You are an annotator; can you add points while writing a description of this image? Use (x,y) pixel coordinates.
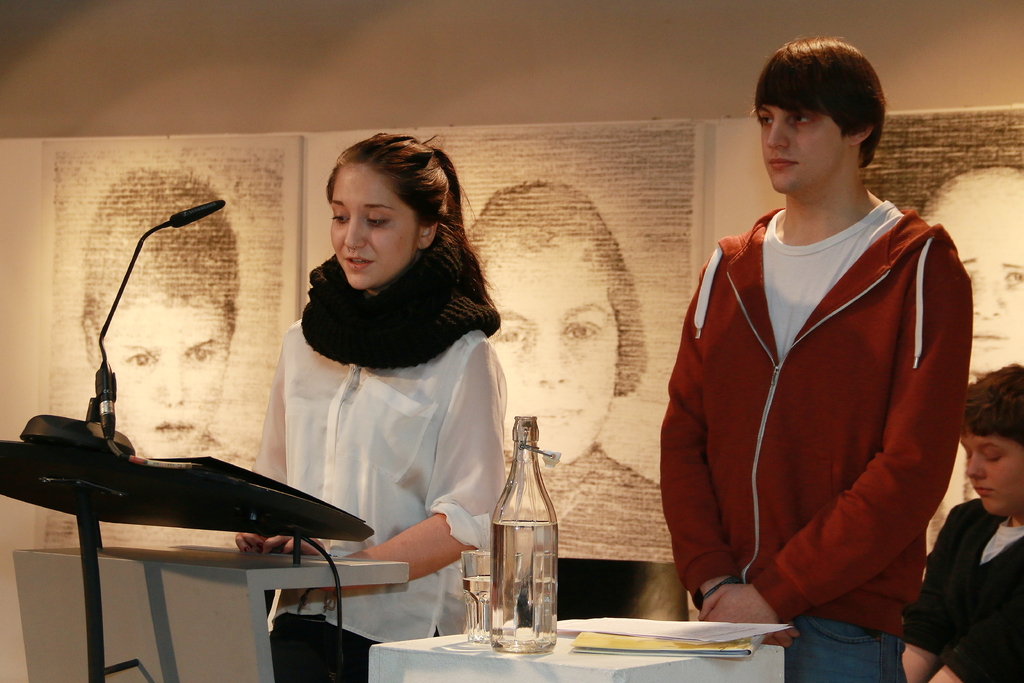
This picture shows a girl (381,318) and a boy (766,289) standing. A girl (388,351) is standing in front of a podium (301,537). There is a microphone (193,212) in front of her. We can observe a bottle (499,569) and a glass (476,603) along with some papers (570,623) were placed on the table (647,667). In the background (576,342) there are some sketches (563,223) attached to the wall (295,91).
